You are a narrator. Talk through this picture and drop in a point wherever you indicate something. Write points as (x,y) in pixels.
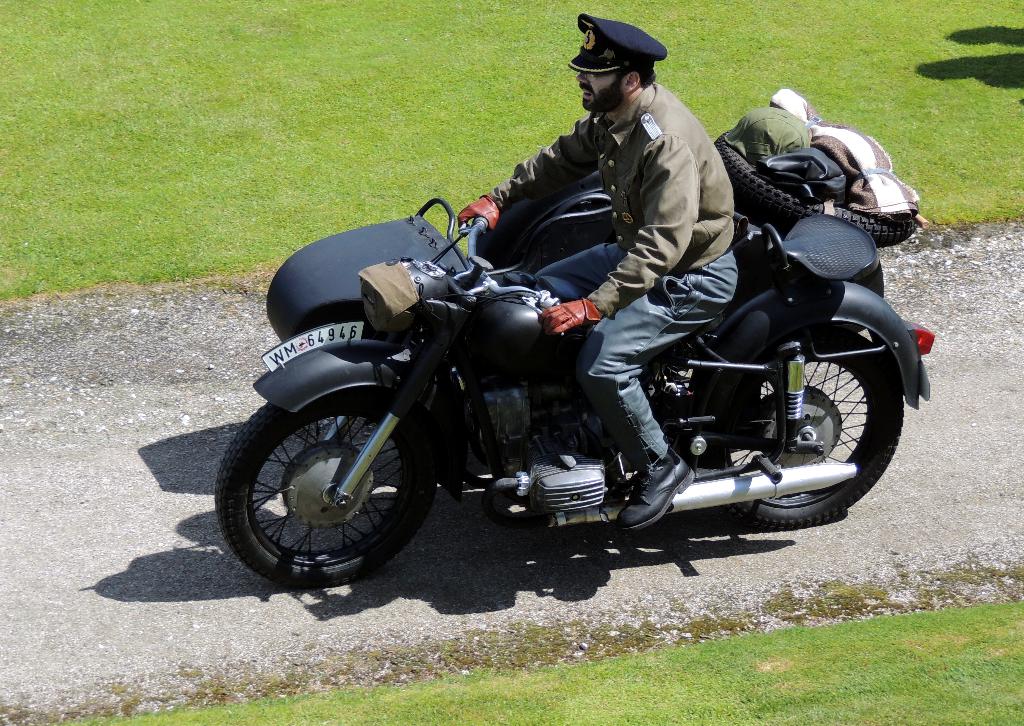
In this, we can see a man (591,341) is riding a motorbike (414,422). Behind him we can see a Tyre (781,199) and some bags (821,173). He wear a cap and gloves (584,315), shoe (637,492), pant (602,403) and shirt (639,207). On the floor (123,522), we can see a road (124,506), grasses (182,261) here and there.
